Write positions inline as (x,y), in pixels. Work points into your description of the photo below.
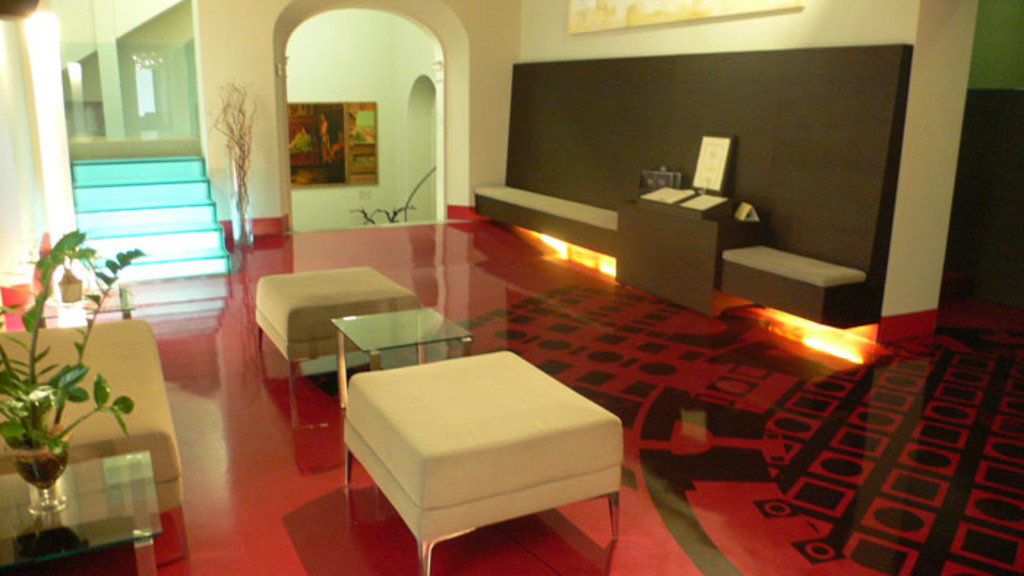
This image is taken in a living room. We can see stairs (193,190) and a flower plant (58,444) on the coffee table (124,518) and we can also see a sofa (136,366), a frame (711,164) and a painting (358,140) attached to the wall (380,56). At the bottom (865,510) there is floor (905,517).
